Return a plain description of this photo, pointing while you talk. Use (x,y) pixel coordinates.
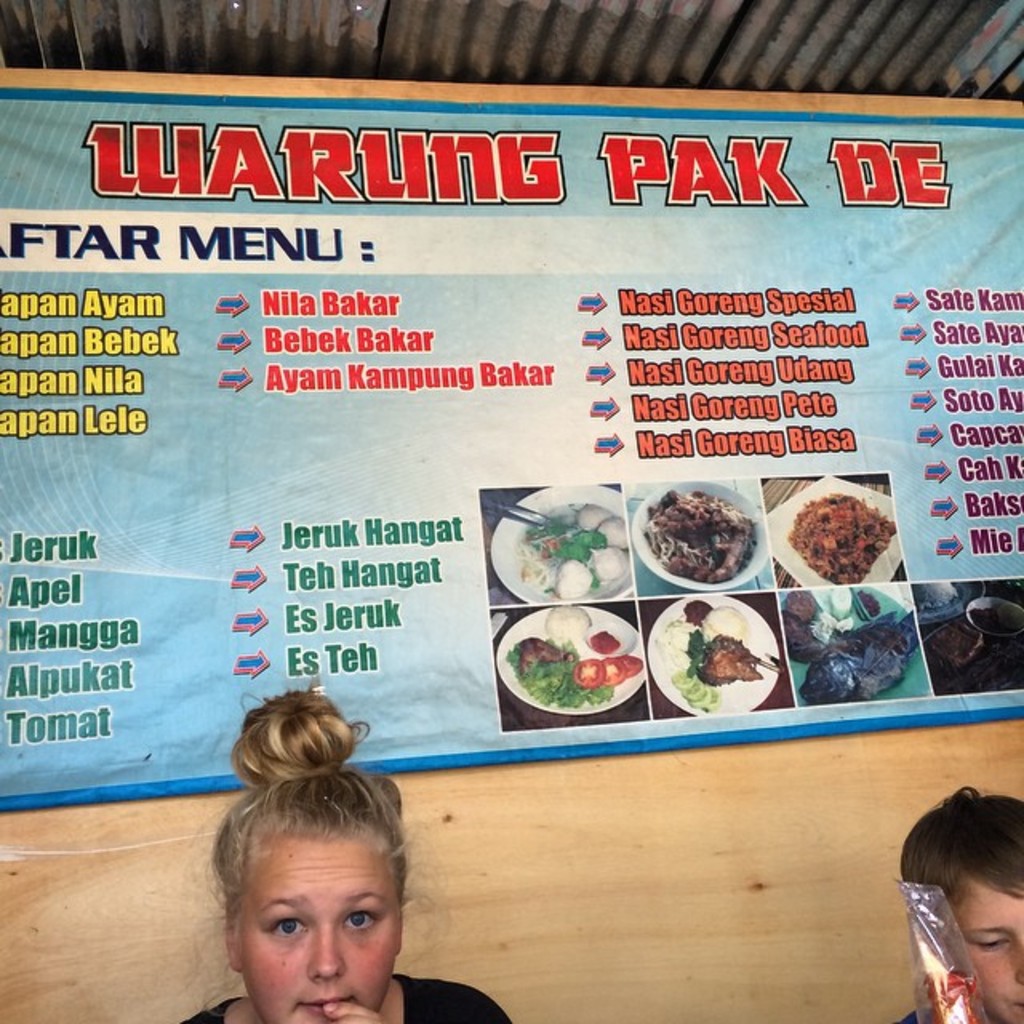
In the image there is a menu banner (359,287) on the wall (849,107) with iron sheets (678,53) above it and below there is a blond haired woman (321,952) and a boy (970,913) visible.
